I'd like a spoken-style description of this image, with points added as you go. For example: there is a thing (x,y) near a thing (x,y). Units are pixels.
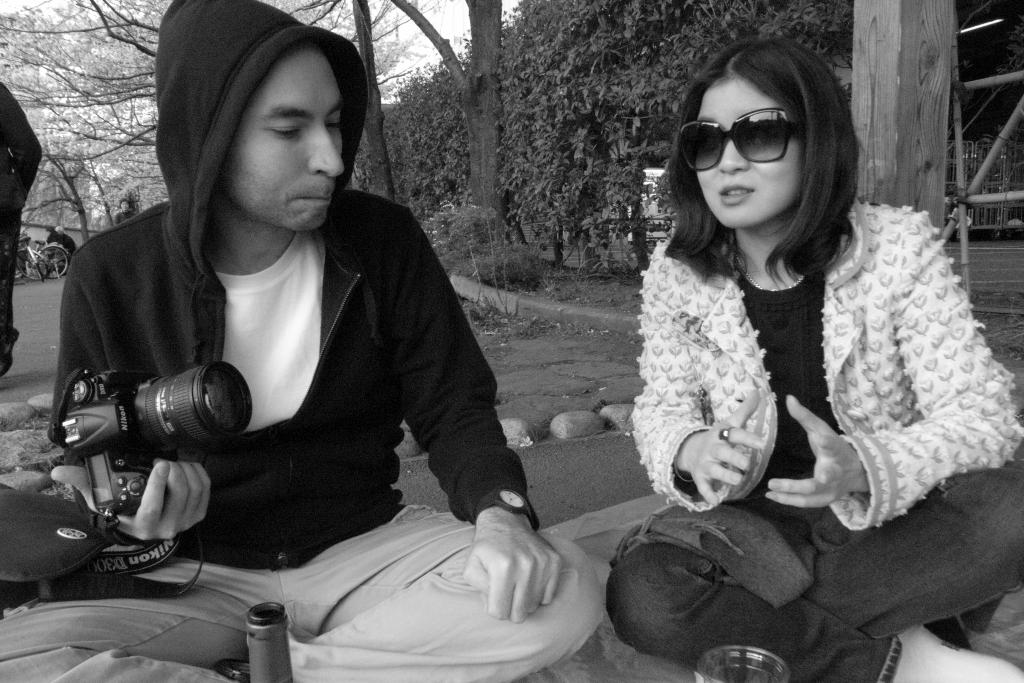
This image is taken in outdoors. In this image there are two persons (908,273) a man (169,222) and a woman (777,524). In the left side of the image (229,24) a man (551,605) is sitting holding a camera (160,423) in his hand (186,483). In the right side of the image (818,682) a woman (835,671) is sitting. She is wearing a jacket (925,319) made of woolen (905,417). She is with a short hair (791,238) and wear shades (751,148). At the background (629,145) there is a sky (27,65) and there are many trees (562,147) and plants (494,244), there is a road (53,320).
